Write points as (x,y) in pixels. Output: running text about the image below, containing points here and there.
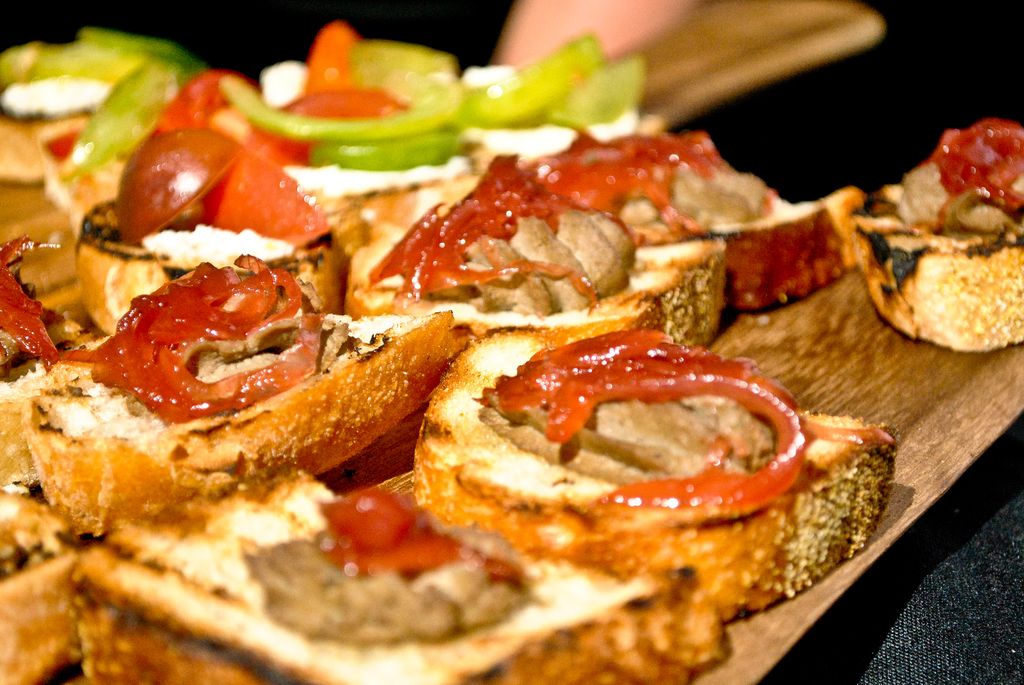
This picture shows food (664,196) on the wooden tray (844,337) and we see some veggies (250,89) on it and we see a human (596,3) holding the tray (751,71).
